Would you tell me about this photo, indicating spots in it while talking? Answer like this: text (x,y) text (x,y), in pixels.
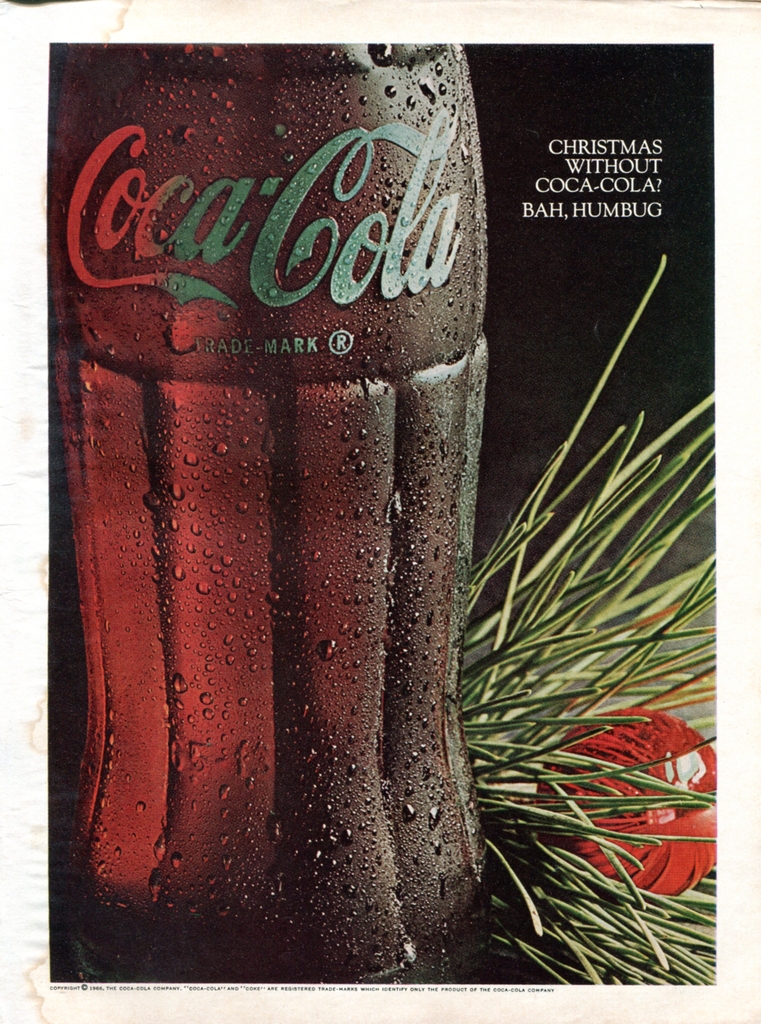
In this image there is a bottle (236,402) truncated towards the top of the image (243,97), there is text (244,229) on the bottle (296,260), there is a drink (293,503) in the bottle (265,466), there is an object (579,607) truncated towards the right of the image (585,451), there is text (583,177), the background of the image (575,337) is dark.
